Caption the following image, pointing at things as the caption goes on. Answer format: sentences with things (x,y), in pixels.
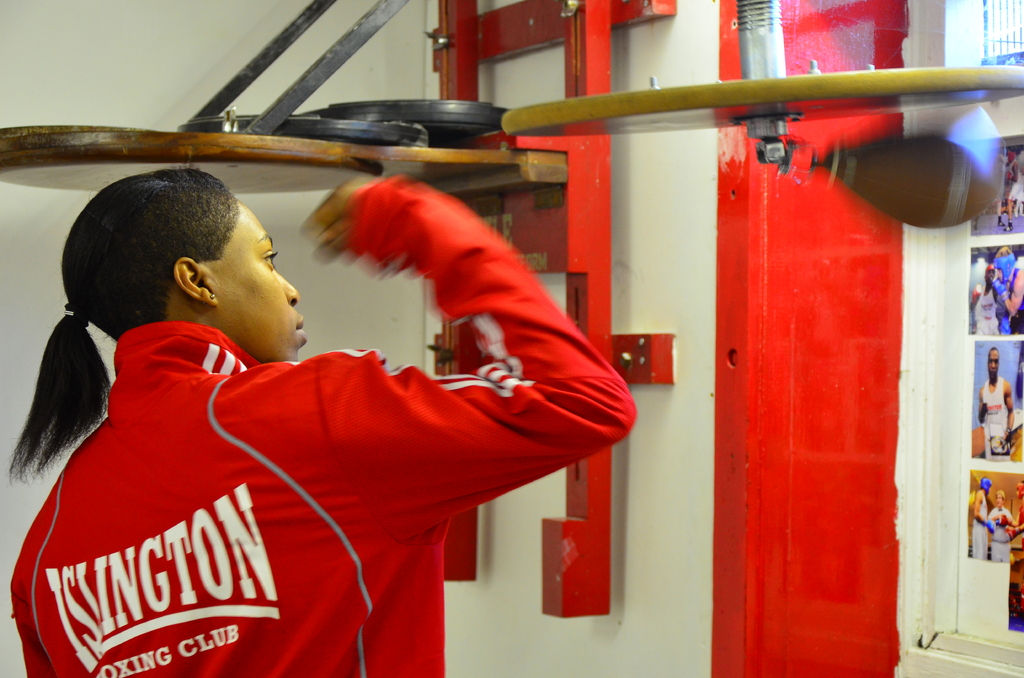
In this picture I can observe a woman (181,419) wearing red color jacket (186,485). On the right side (997,267) I can observe some photographs (1001,412). In the background (124,80) there is a wall (378,316).
